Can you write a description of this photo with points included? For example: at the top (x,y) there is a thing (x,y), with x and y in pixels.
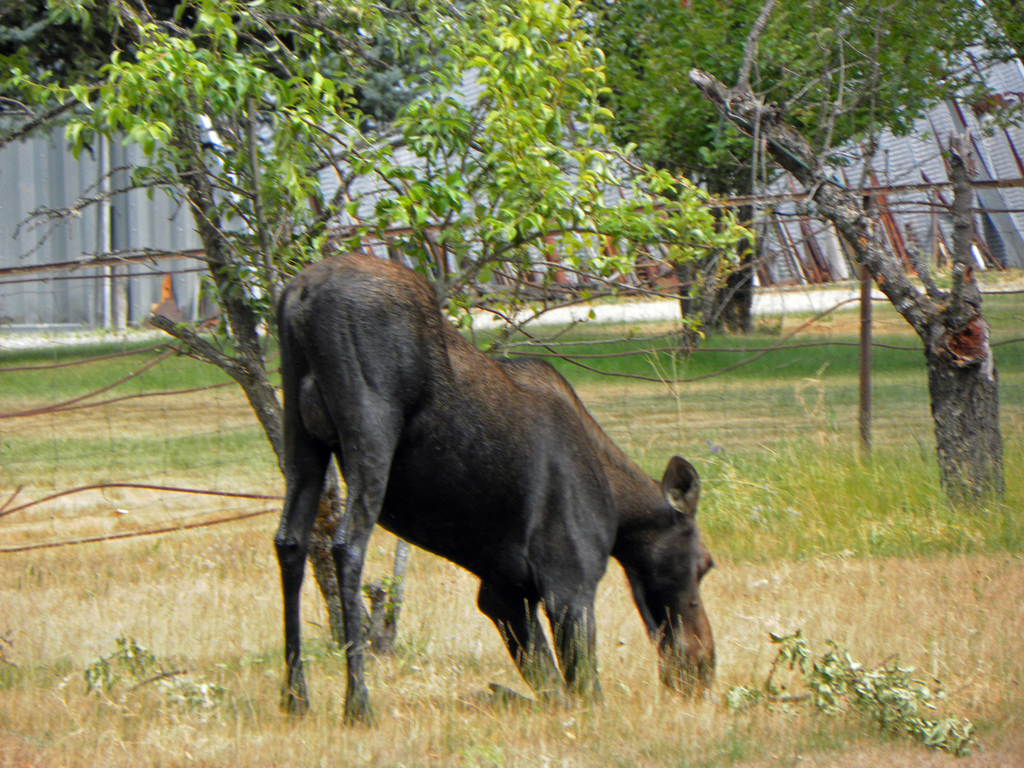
In this image we can see an animal (600,564) eating the grass (795,679). In the background (330,219) there are trees (670,9) visible.
